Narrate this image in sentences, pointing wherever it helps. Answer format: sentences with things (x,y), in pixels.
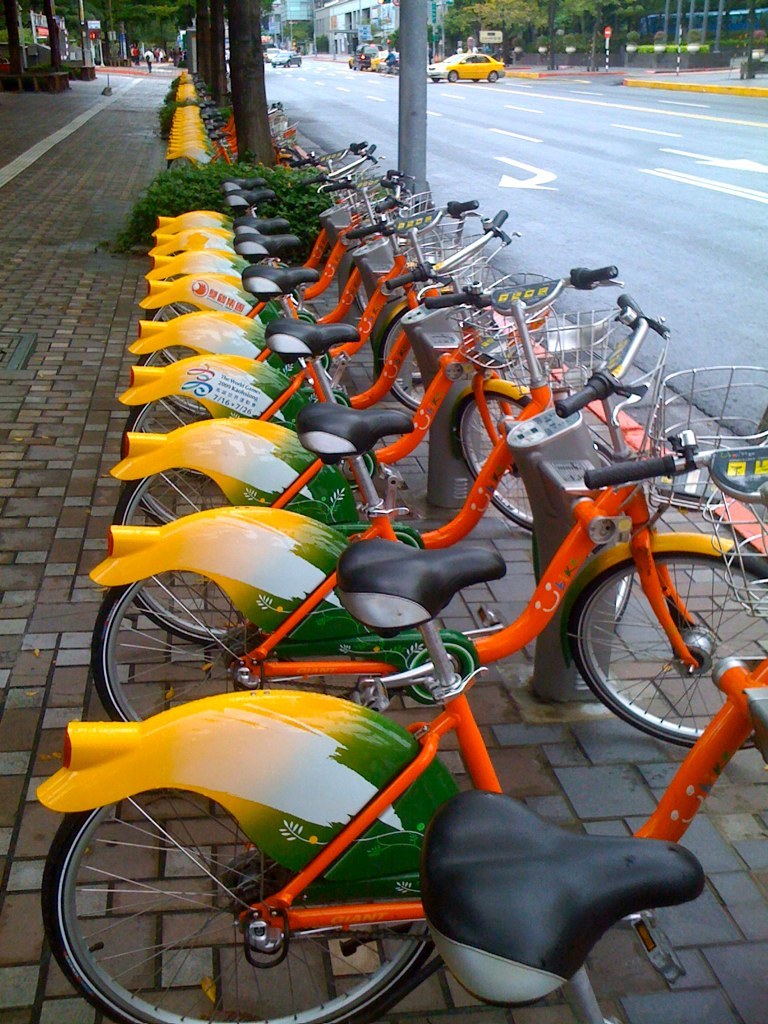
In this image we can see cycles (85,959) at a cycle stand (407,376). There is a road (635,261). There are vehicles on the road (357,70). There is a pole (416,118). There are trees (214,59). There is a pavement (697,971) at the bottom of the image (58,986).
